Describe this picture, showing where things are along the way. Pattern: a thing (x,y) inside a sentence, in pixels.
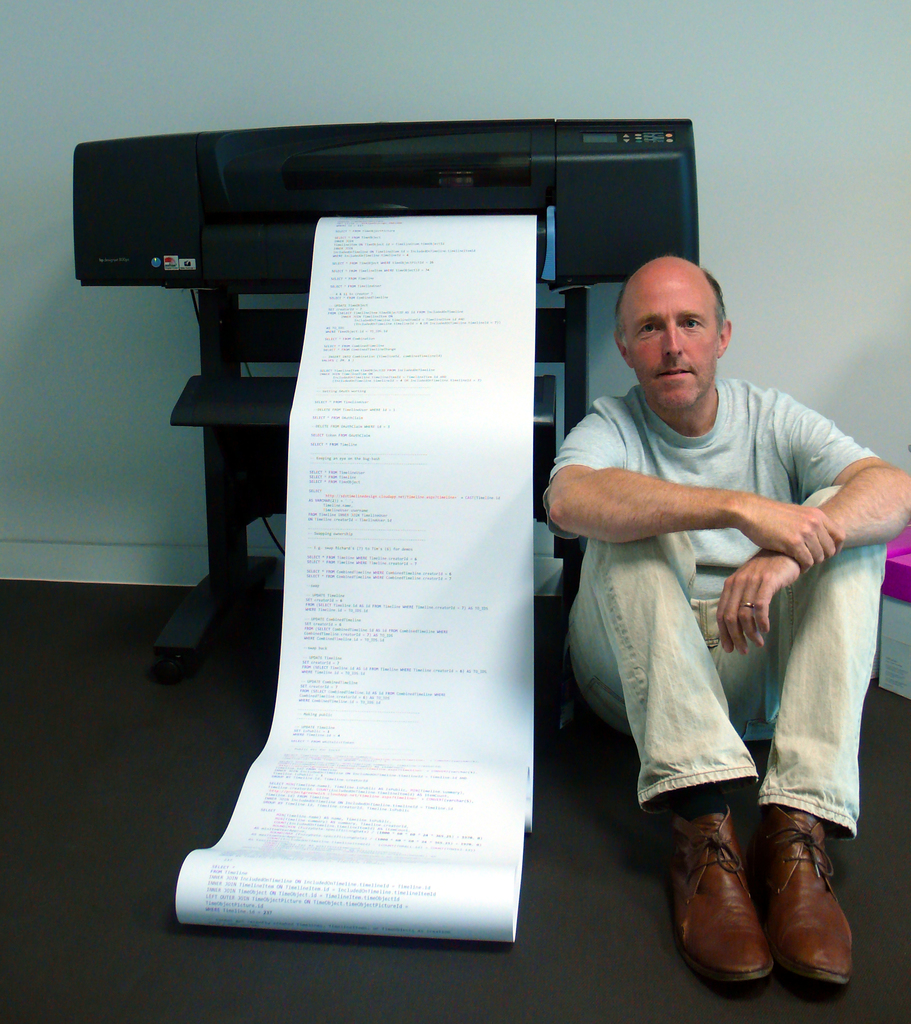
There is a man (619,497) sitting on the floor (649,809). Near to him there is a printing machine (293,281) with paper (395,534). In the background (235,79) there is a wall (73,478).
